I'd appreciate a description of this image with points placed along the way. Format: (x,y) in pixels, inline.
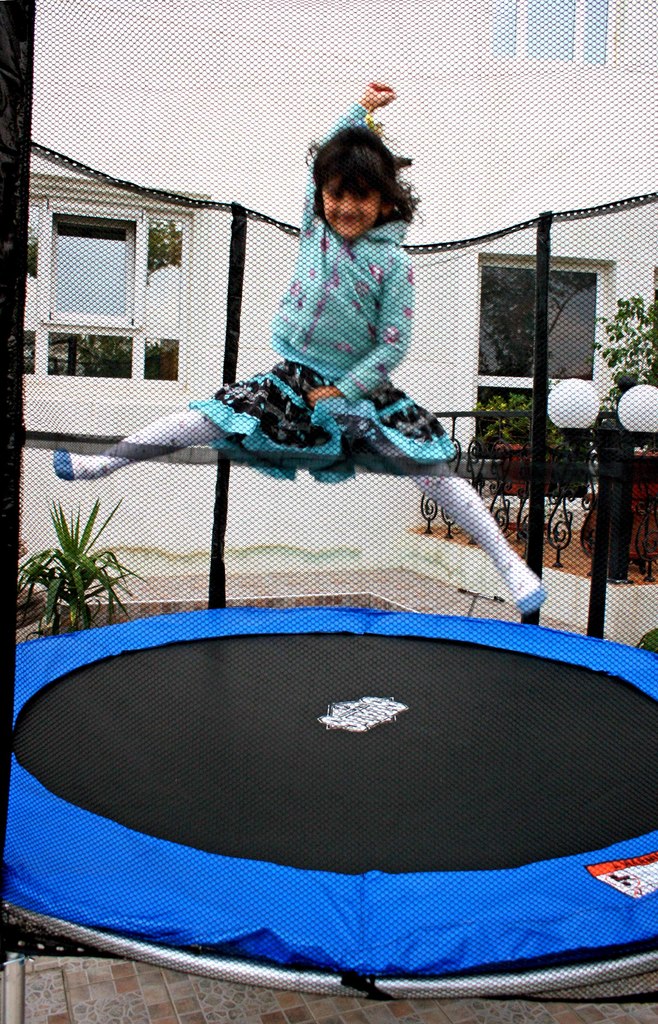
In the image we can see a girl (311,310) wearing clothes (290,316), she is jumping. This is a net (537,157), footpath (59,1011), light pole (652,424), plant (63,559), fence (507,510), building (134,139) and window (120,250) of the building (137,197).
